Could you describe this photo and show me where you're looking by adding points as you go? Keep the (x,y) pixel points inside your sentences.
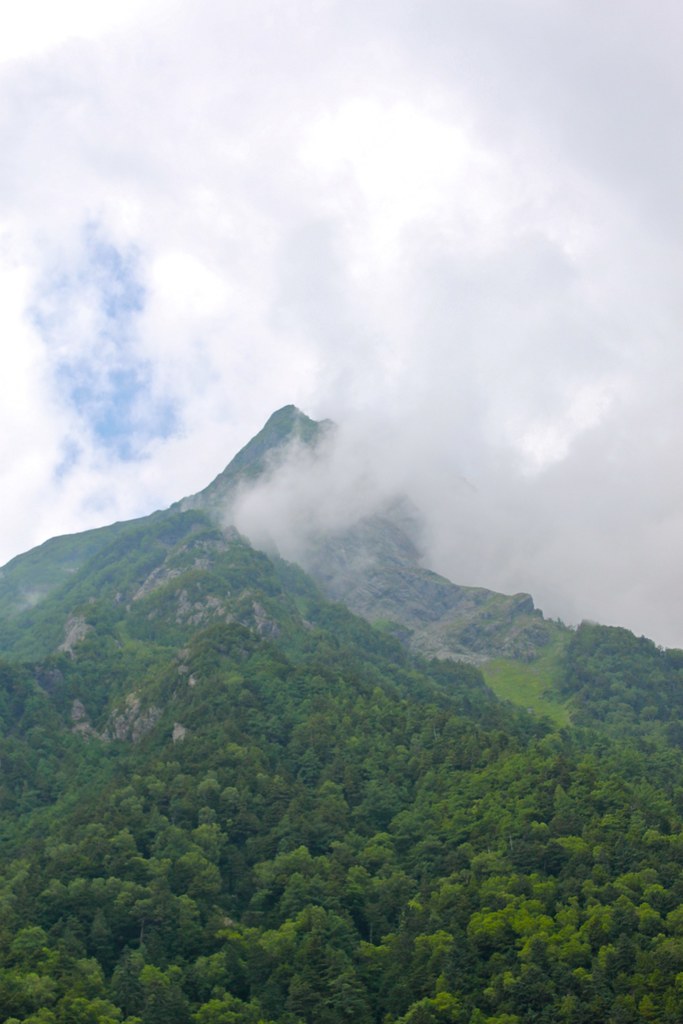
In this image we can see there are trees (240,754), mountains (218,482) and sky (399,466).
